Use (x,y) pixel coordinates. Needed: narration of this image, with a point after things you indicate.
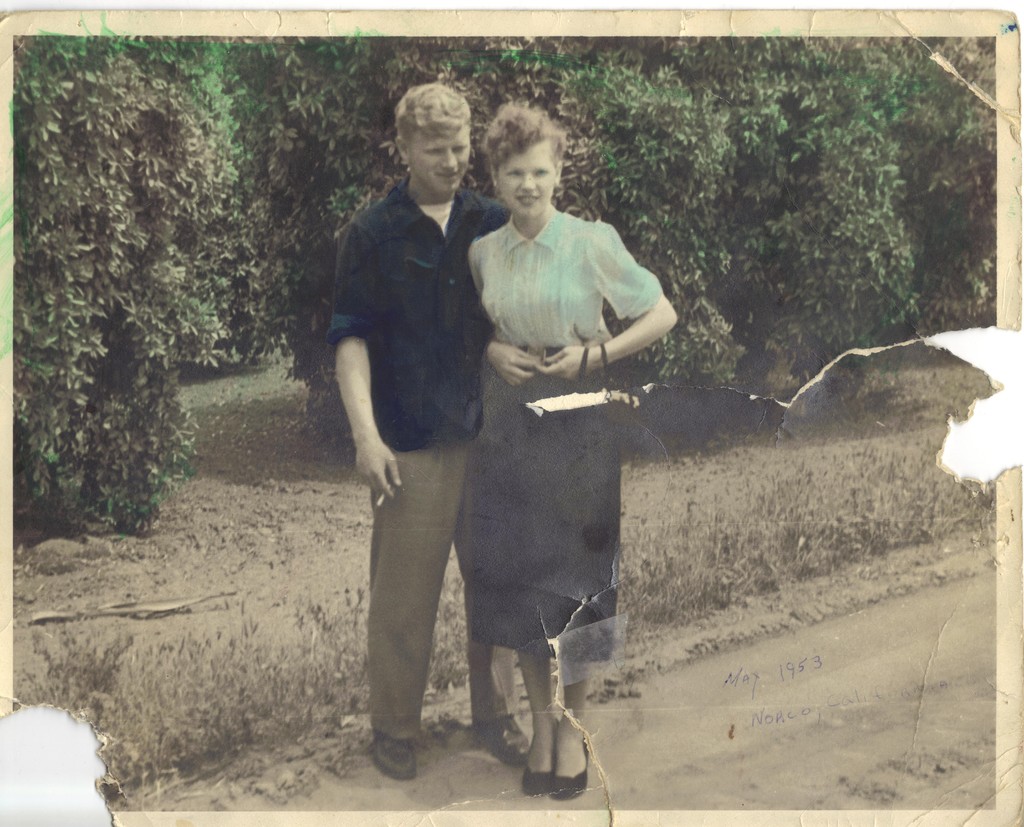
In this image there is a photo (333,621), in which there are images of two persons (368,256), behind them there are some trees (824,125) visible.
